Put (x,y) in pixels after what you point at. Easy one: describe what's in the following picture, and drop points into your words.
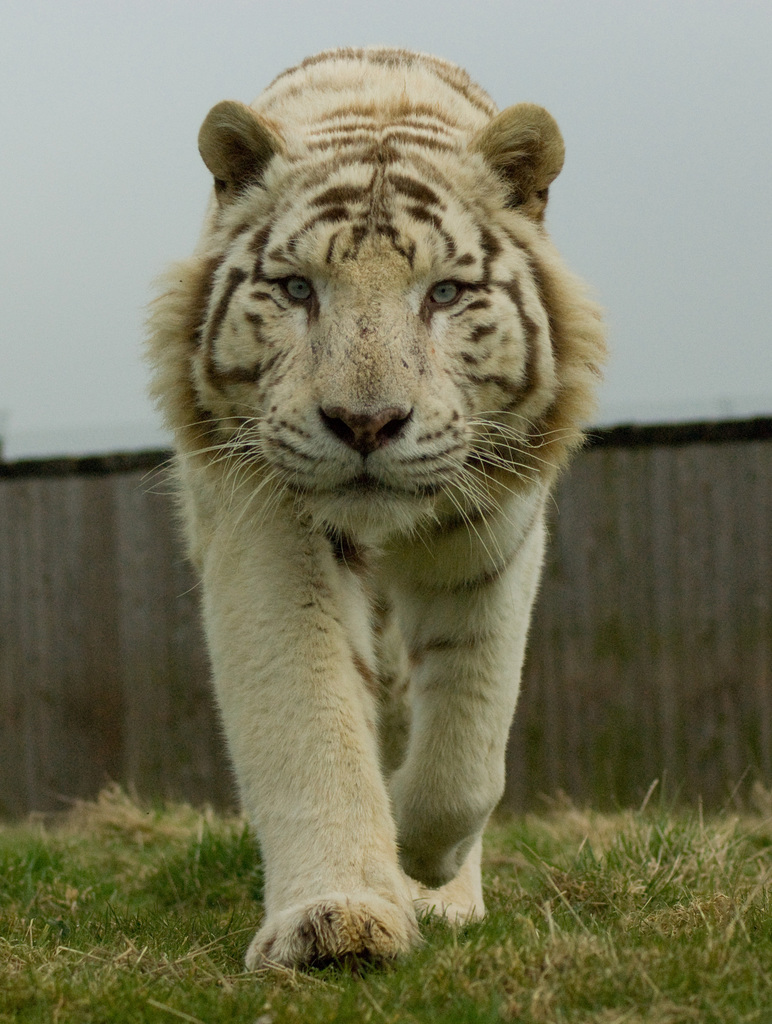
In this picture we can see a tiger (431,325), at the bottom (585,836) there is grass (644,928), we can see a blurry background (765,698).
